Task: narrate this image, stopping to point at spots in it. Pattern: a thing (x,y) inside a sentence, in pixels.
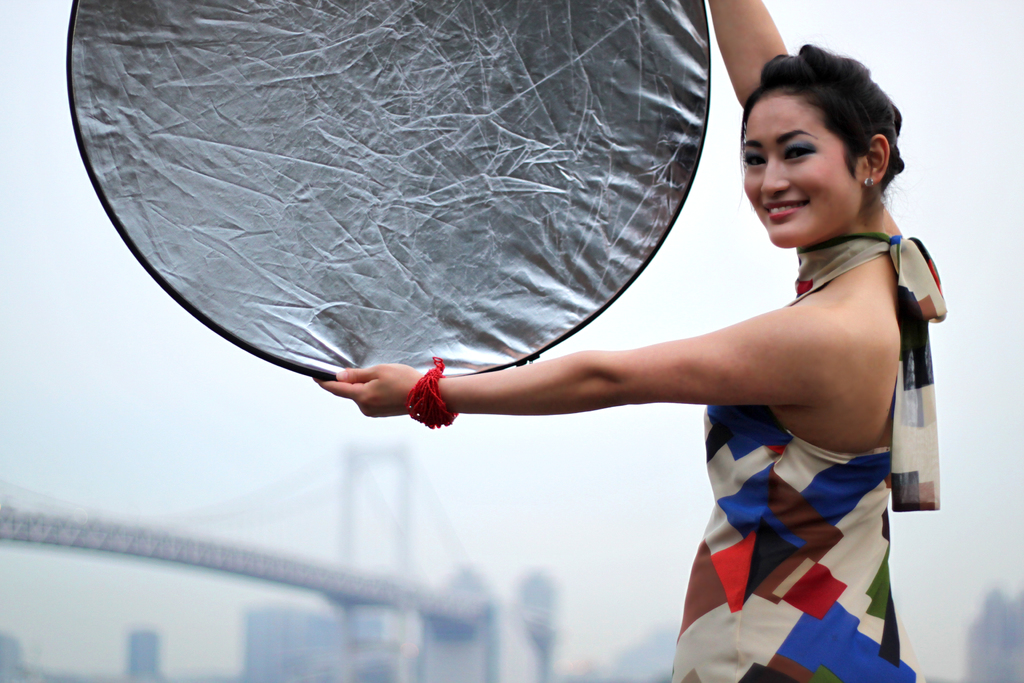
In this image we can see a woman (782,393) is holding some circular shaped object (432,281) in her hand (405,365) and she is wearing blue, red and cream color dress (777,603). In the background (144,533), we can see buildings (276,646) and the bridge (145,547).
